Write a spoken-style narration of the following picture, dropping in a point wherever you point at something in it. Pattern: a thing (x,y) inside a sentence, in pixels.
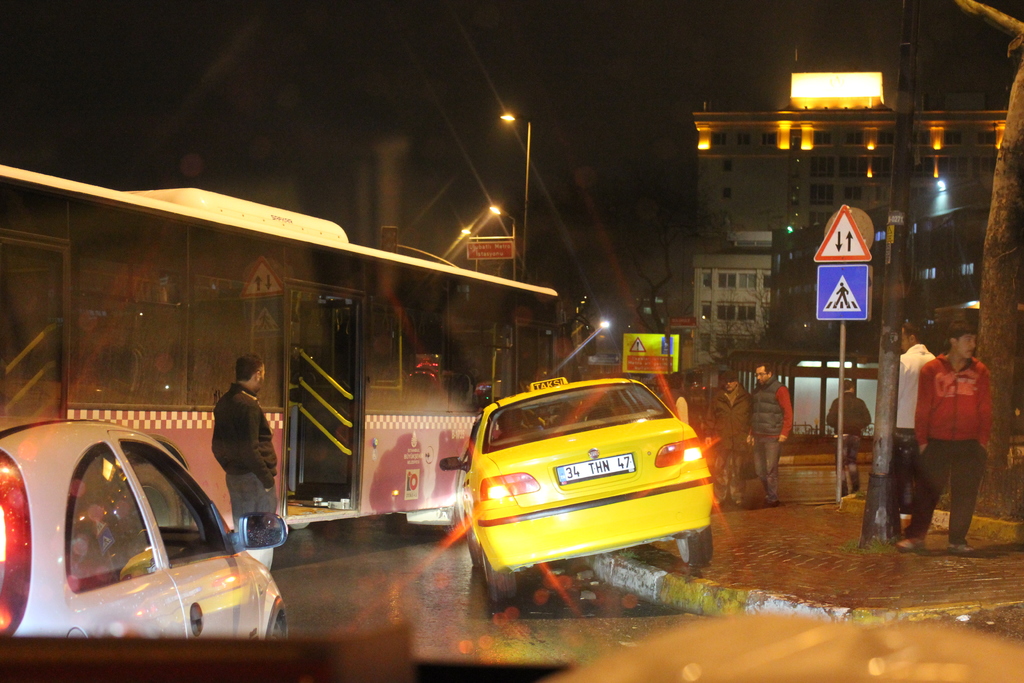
As we can see in the image there is a bus (240,280), few people (253,404) here and there, cars (470,498), street lamps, sign pole (842,298), building (823,185) and sky (719,57). The image is little dark.
